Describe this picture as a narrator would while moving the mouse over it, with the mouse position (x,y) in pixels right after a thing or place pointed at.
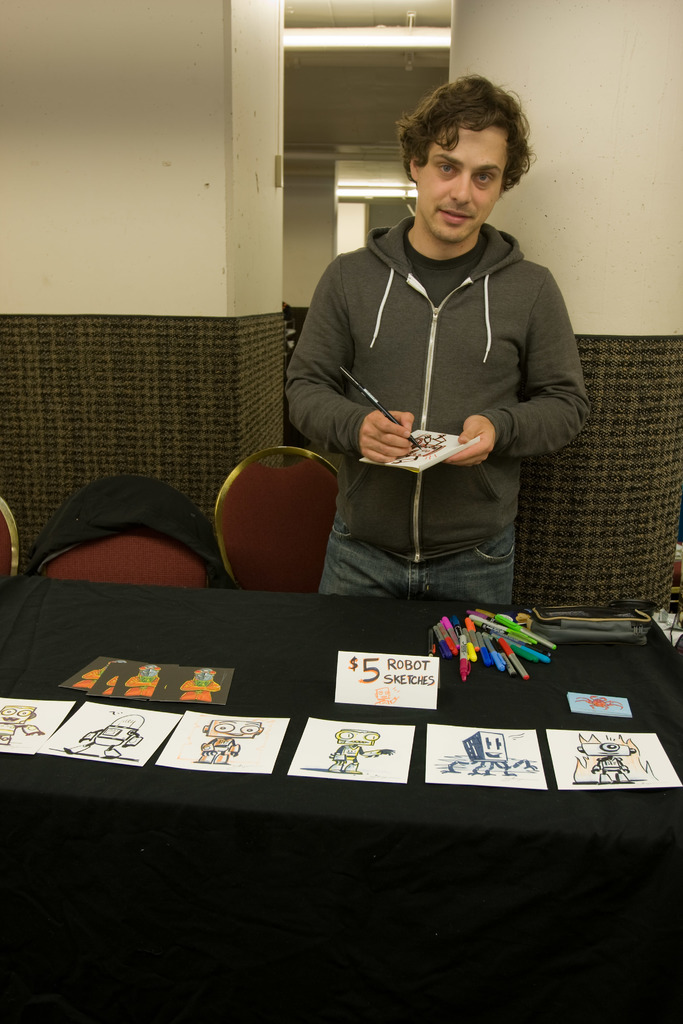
In this image I can see a man (393,428) is standing and holding a paper (421,452) and a brush (387,416). Here I can see few chairs (164,545) and a table (320,878). On this table (653,655) I can see few papers (505,736) and pens (477,646).
